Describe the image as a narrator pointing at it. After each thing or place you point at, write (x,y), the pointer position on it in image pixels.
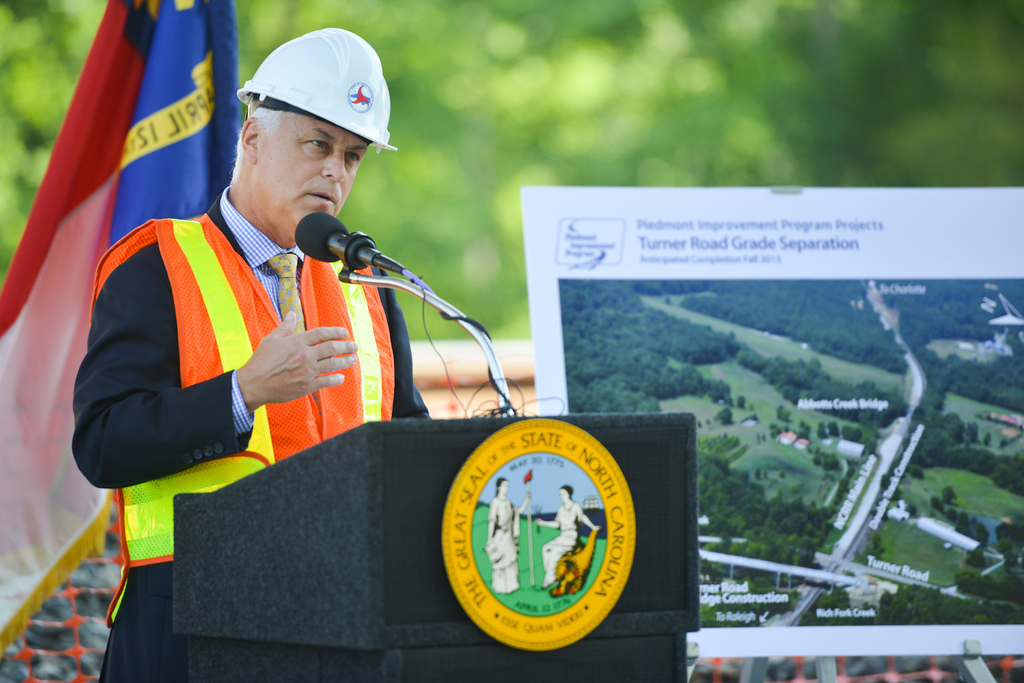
In this image I can see a person (216,372) wearing black dress (134,362), yellow and orange colored jacket (231,307) and white colored helmet (316,103) is standing in front of a podium (328,520) which is black in color and I can see a microphone (322,257) in front of him. In the background (163,85) I can see a flag (129,151), a banner (931,409) and few trees (591,158) which are green in color.
